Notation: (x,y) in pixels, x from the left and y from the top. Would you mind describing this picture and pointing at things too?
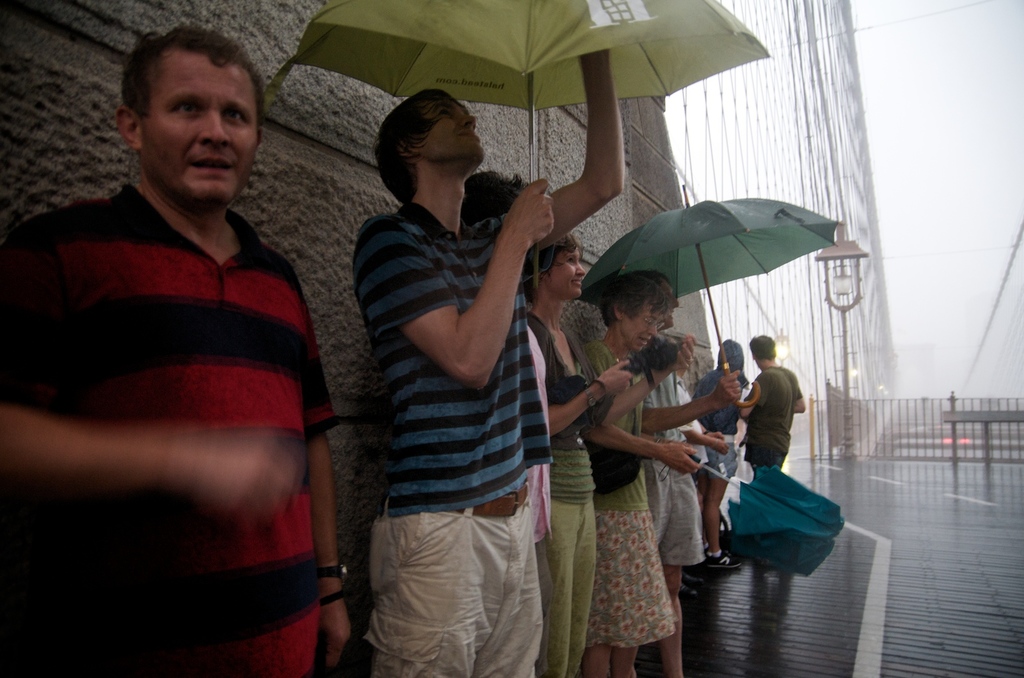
In this image I can see group of people (765,399) standing and holding an umbrella (626,69). The umbrellas (626,69) are in yellow and green color, at the background (940,130) I can see railing (919,414), a light pole (845,426) and sky (900,159) is in white color.
